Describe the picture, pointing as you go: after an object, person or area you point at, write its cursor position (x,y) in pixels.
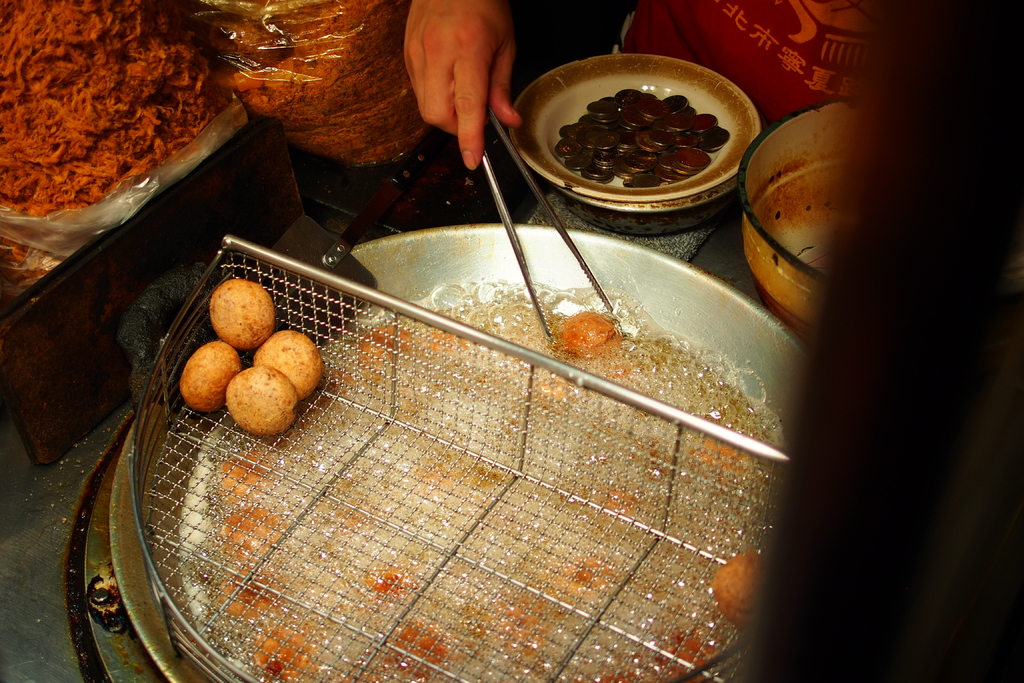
In the foreground (526,367) I can see a vessel (791,297), oil strainer (471,424), food items (303,341), coins (620,129) in a bowl (683,217), food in a pan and a person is holding tongs (595,282) in hand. In the background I can see snack items (147,96) on a wooden stand (109,275). This image is taken may be in a restaurant (483,391).
